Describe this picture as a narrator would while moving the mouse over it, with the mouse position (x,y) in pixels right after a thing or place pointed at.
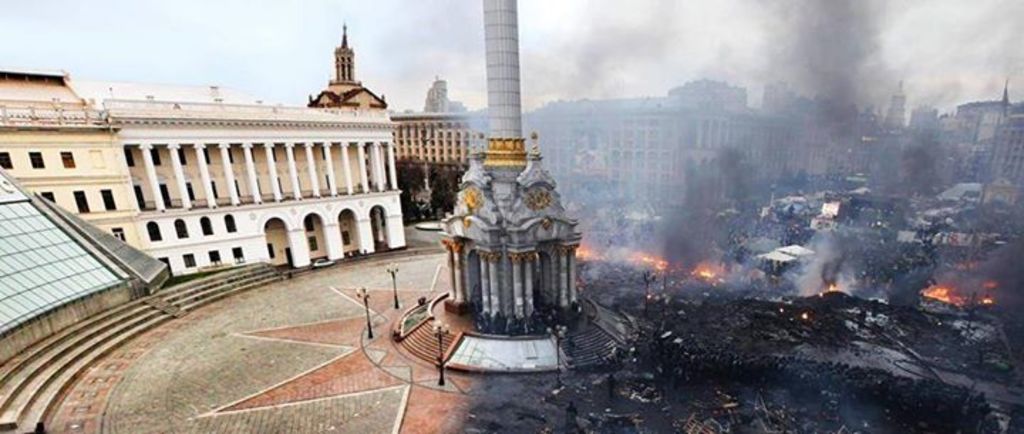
In this image there is the sky (424,32) towards the top of the image (250,29), there are buildings (615,144), there are trees (439,187), there is staircase (76,352) towards the left of the image (50,352), there is ground (379,387) towards the bottom of the image (471,391), there are poles (367,316), there are lights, there is a pillar (498,125) towards the top of the image (495,79), there are objects (940,217) on the ground (739,313), there is fire (714,271), there is smoke (828,140).
